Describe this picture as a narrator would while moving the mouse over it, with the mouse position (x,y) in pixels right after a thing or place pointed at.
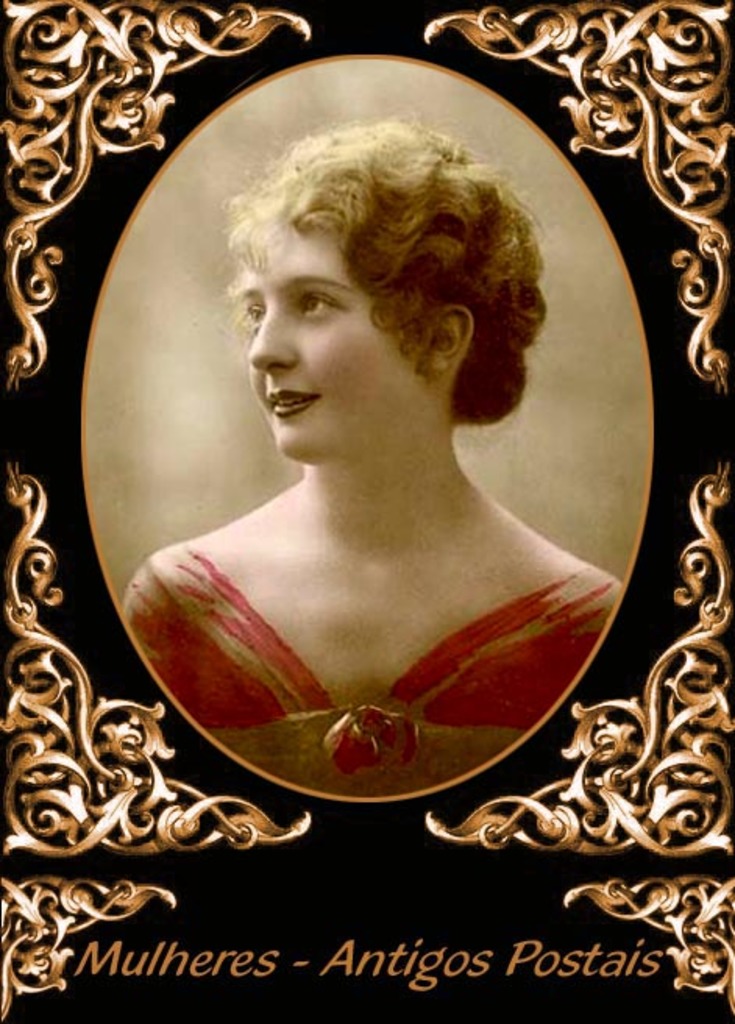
In this picture I can see a woman (437,554) in the middle (443,529), at the bottom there is the text (644,948), it is a photo frame (75,853).
